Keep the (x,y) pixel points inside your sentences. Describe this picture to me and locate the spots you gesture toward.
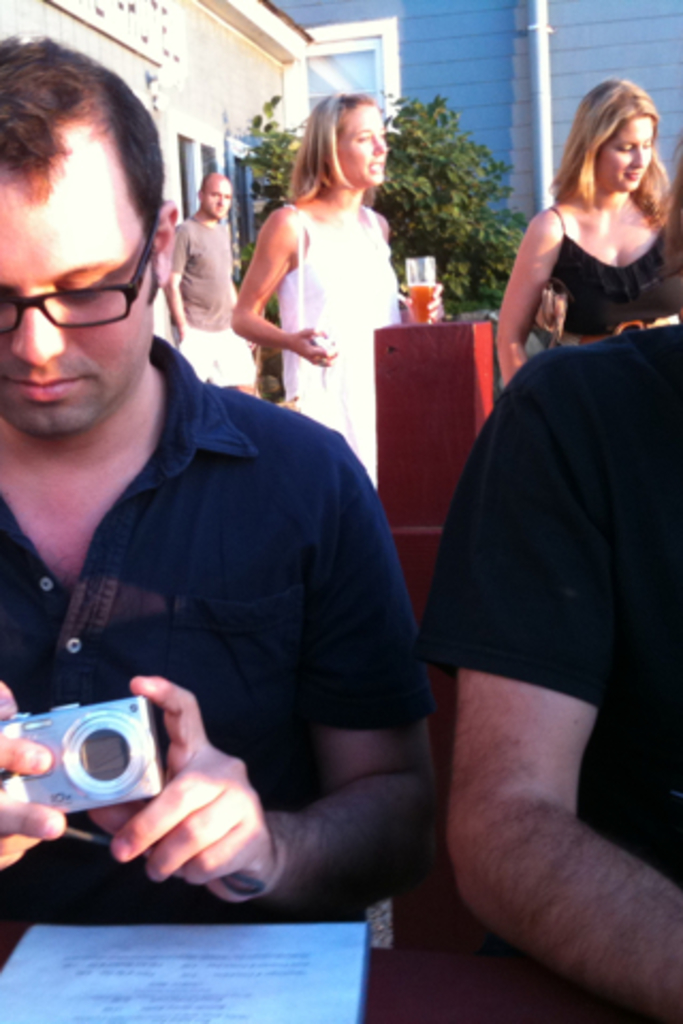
In this picture we can see five people (336,490) mainly in front (589,409) two men (308,521) are sitting and one person (170,760) is holding camera (122,730) in his hand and at back of them we can see two woman (332,184) standing and holding glass (413,301) in her hand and in background (247,219) we can see one man (188,230) walking, building (194,97), trees (406,146), pole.
